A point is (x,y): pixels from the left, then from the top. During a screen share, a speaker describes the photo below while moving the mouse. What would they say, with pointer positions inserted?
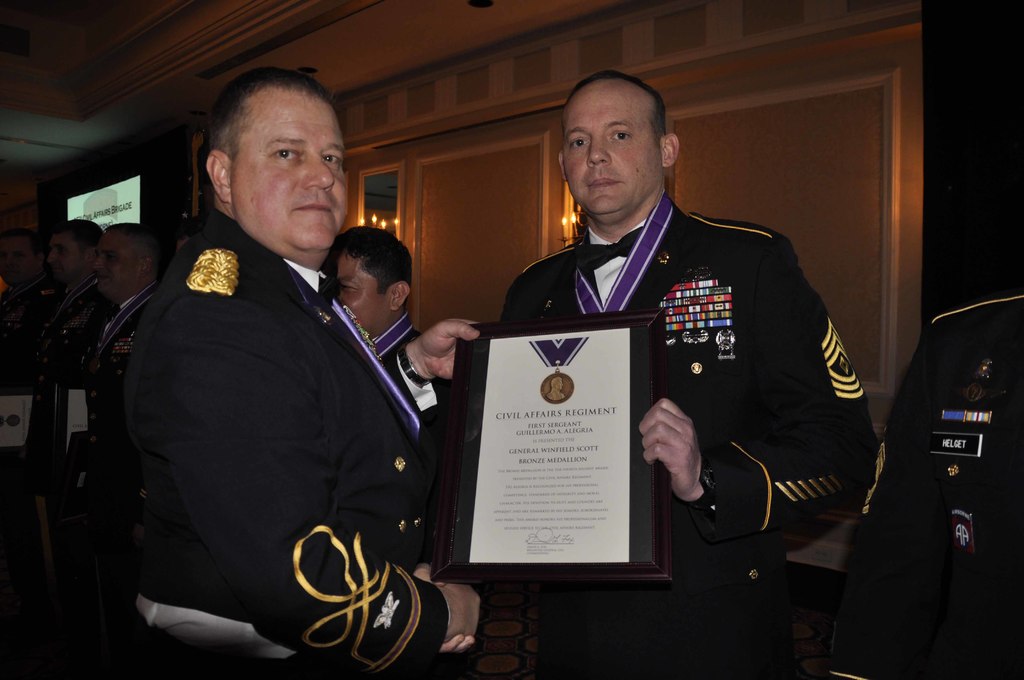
In this image there are a few men (224,321) standing. They are wearing uniforms (213,364). In the foreground (318,353) there are two men (555,298) standing and holding a frame (519,522) in their hand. There is text (563,435) on the frame (584,429). Behind them there is a wall (529,54). There are wall lamps (564,219) on the wall (516,231). To the left (104,211) there is a projector board (120,206) behind them. At the top (165,28) there is a ceiling (218,44).
